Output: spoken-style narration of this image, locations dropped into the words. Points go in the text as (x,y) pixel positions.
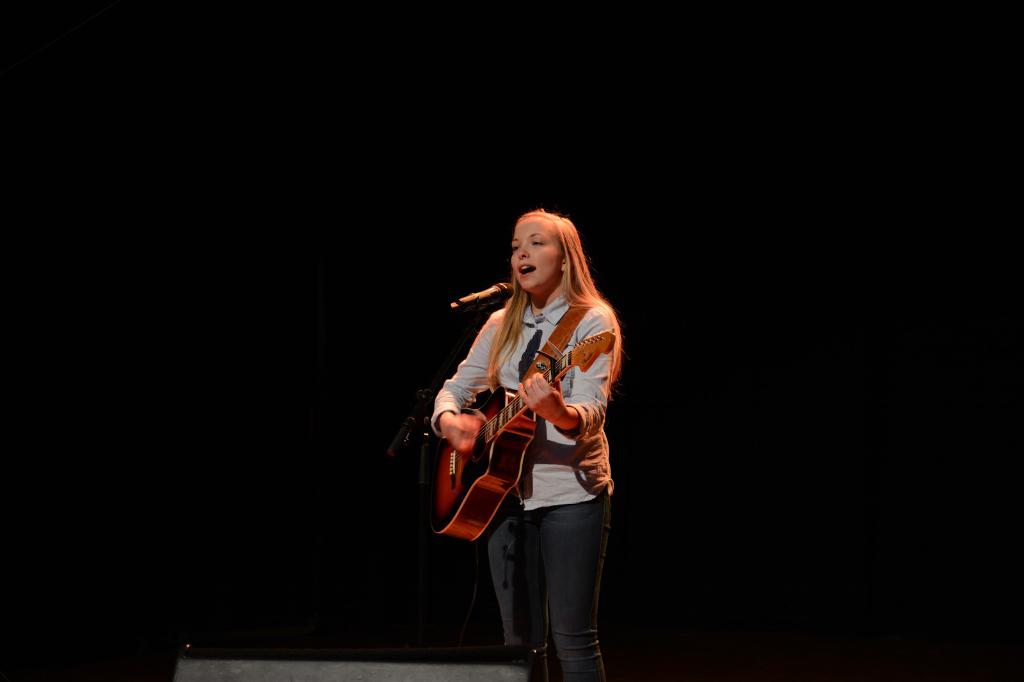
This woman (589,477) is playing guitar (506,428) and singing in-front of mic (504,289).
